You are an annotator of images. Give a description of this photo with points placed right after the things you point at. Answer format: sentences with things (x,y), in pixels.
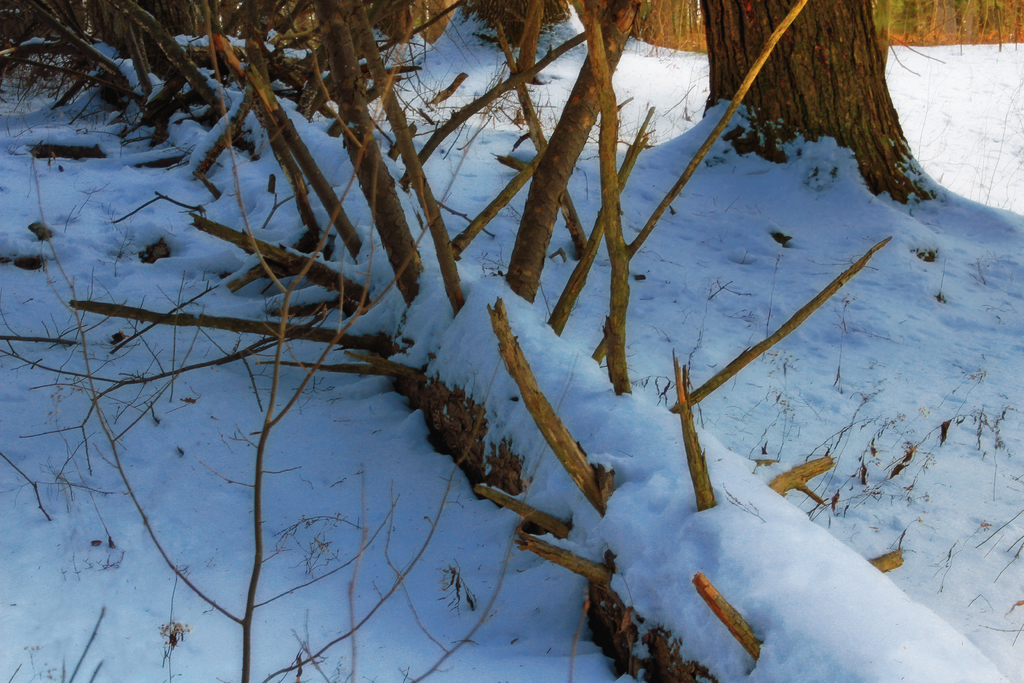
In this image there is a tree (450,365) on the ground (143,562). On the tree (458,405) there is snow (496,381). At the bottom (132,629) there is snow (114,169). In the snow (130,515) there are some dry sticks (81,429). On the right side (880,78) top there is another tree (820,76).
